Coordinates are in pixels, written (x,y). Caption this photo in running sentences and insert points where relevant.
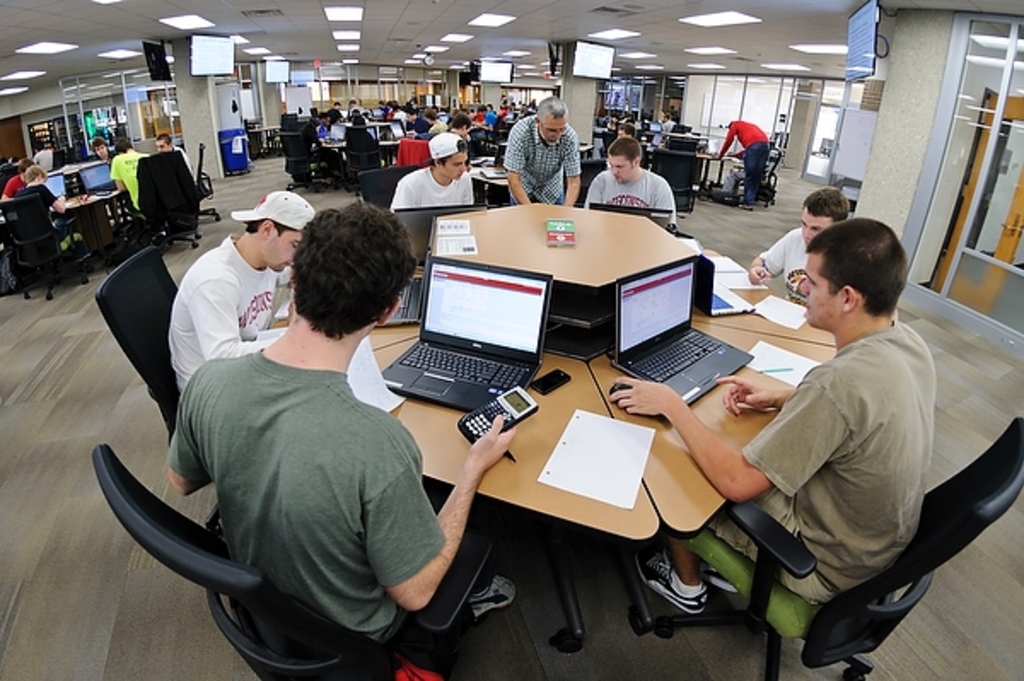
In the center of the image (500,234) there is a table (487,494) and there are people (381,238) sitting around the table (720,419). There are laptops (657,294), mobiles (548,389), and papers (582,487) placed on the table (576,398). There are chairs (160,225). In the background (455,132) there are many people (412,121) sitting. We can see screens (607,68) attached to the pillars (193,93). At the top (356,36) there are lights (345,11).
